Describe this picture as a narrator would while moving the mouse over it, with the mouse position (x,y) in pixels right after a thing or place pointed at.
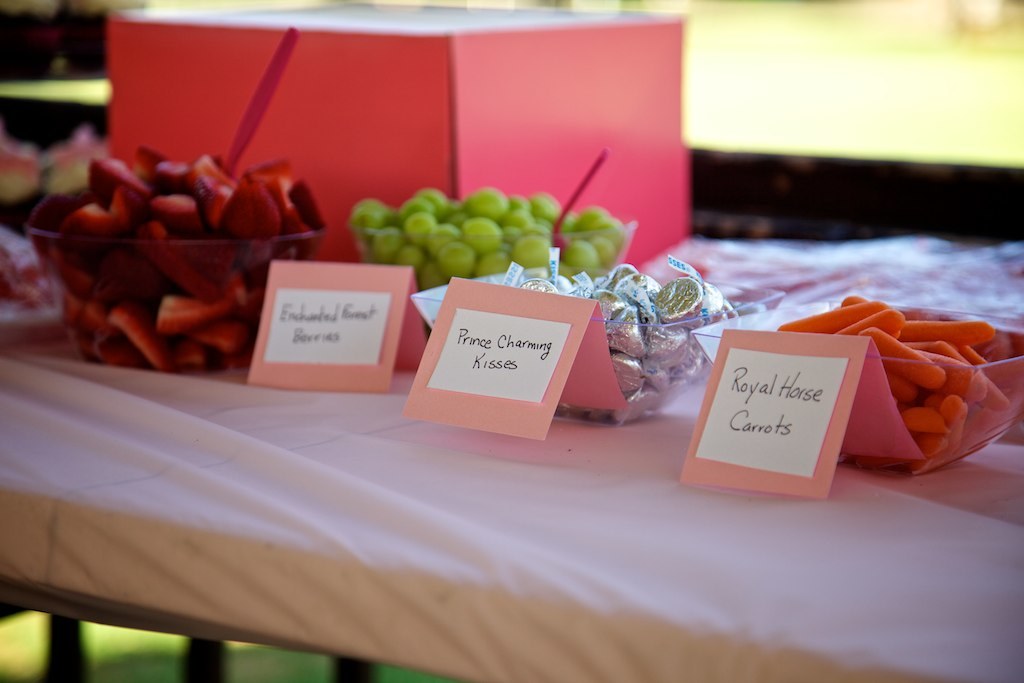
In this image we can see some cards (484,339) with text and we can also see some food items (11,165) placed on the surface (456,508).
